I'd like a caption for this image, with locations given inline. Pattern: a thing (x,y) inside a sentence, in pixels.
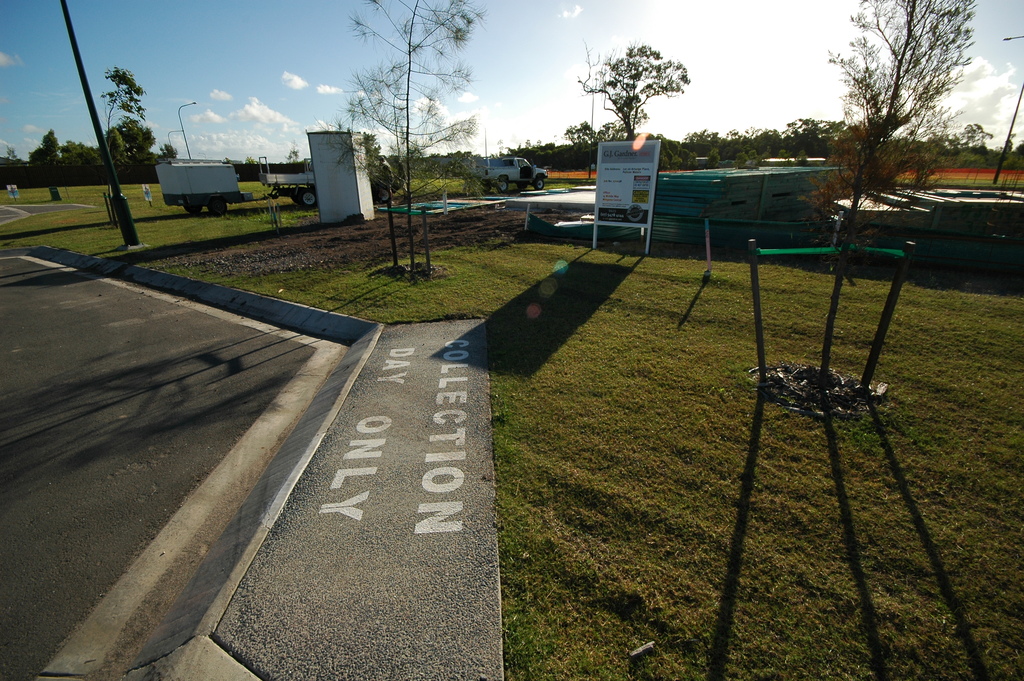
In the image there is a road (101,438) on the left side (103,519) and grassland (643,329) on the right side (712,398) and with few trees (404,194) and trucks (263,178) on it in the background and above its sky (251,100) with clouds (250,119).
